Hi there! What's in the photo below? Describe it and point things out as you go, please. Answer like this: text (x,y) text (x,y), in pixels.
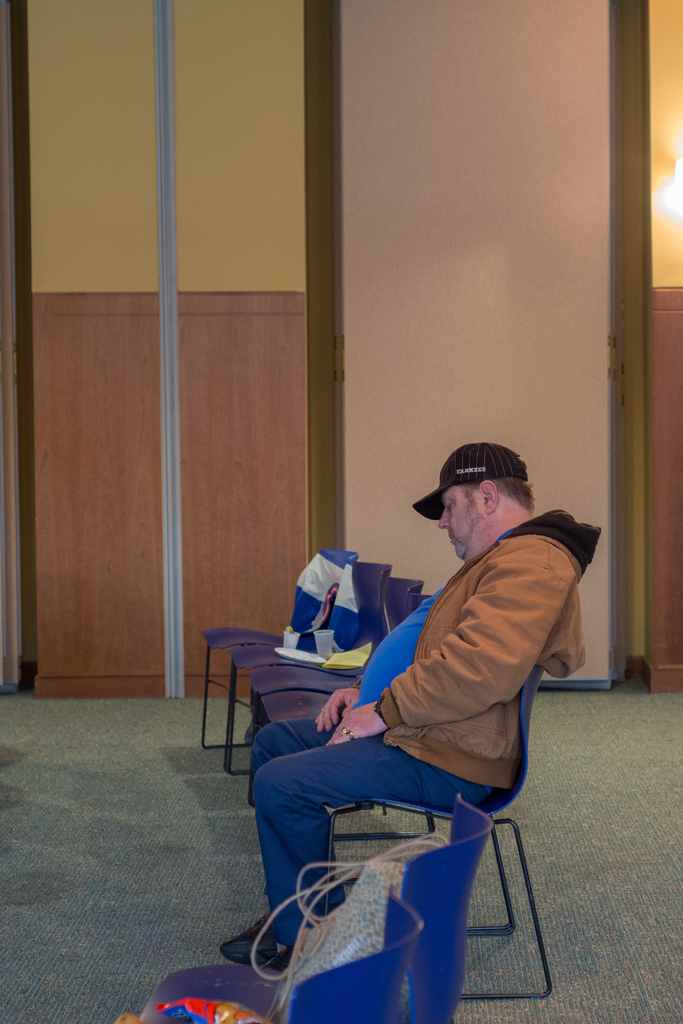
In the middle (452,458) bottom a person (289,864) is sitting on the chair (491,799) who is wearing a black color cap (503,466) and brown color jacket (537,617). The background wall (508,363) is of light cream and yellow in color and light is visible on the right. This image is taken inside a room (150,862) during day time.
